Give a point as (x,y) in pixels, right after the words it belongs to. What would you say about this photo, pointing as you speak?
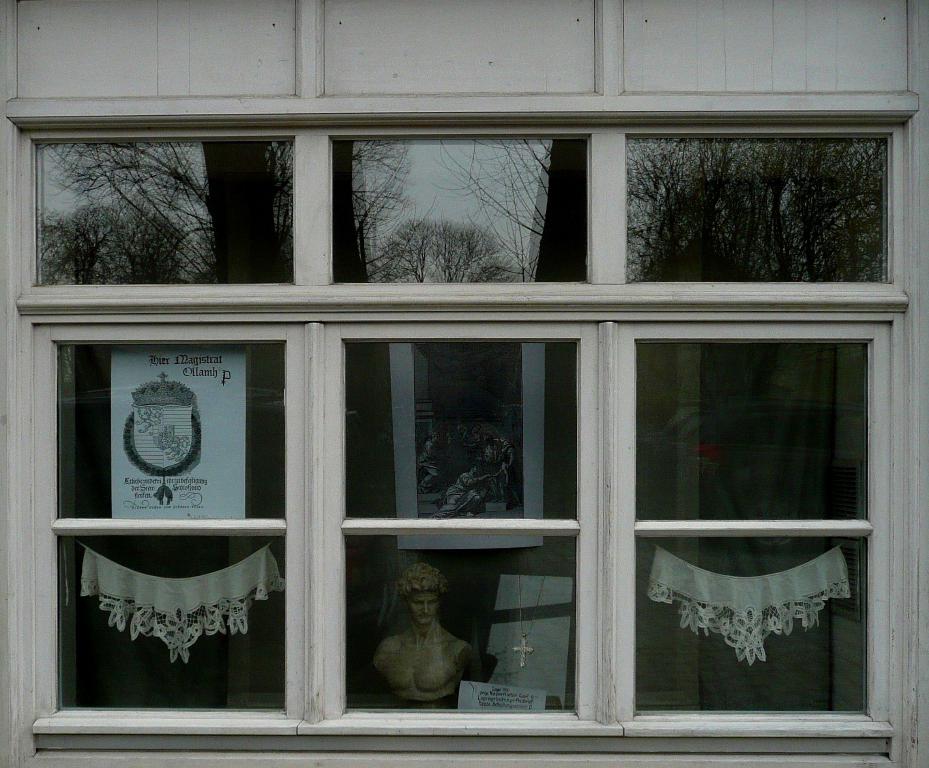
In the center of the image (405,303) there is a wooden wall (391,34) and one glass window (309,153). Through glass (364,445), we can see posters (411,434), one statue (419,580), one banner (547,658), one chain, white color clothes (700,582) and a few other objects (518,676). On the posters (489,353), we can see some text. And we can see the reflection (738,265) of the sky (461,195), clouds (494,172) and trees (734,220) on the glass (531,240).
